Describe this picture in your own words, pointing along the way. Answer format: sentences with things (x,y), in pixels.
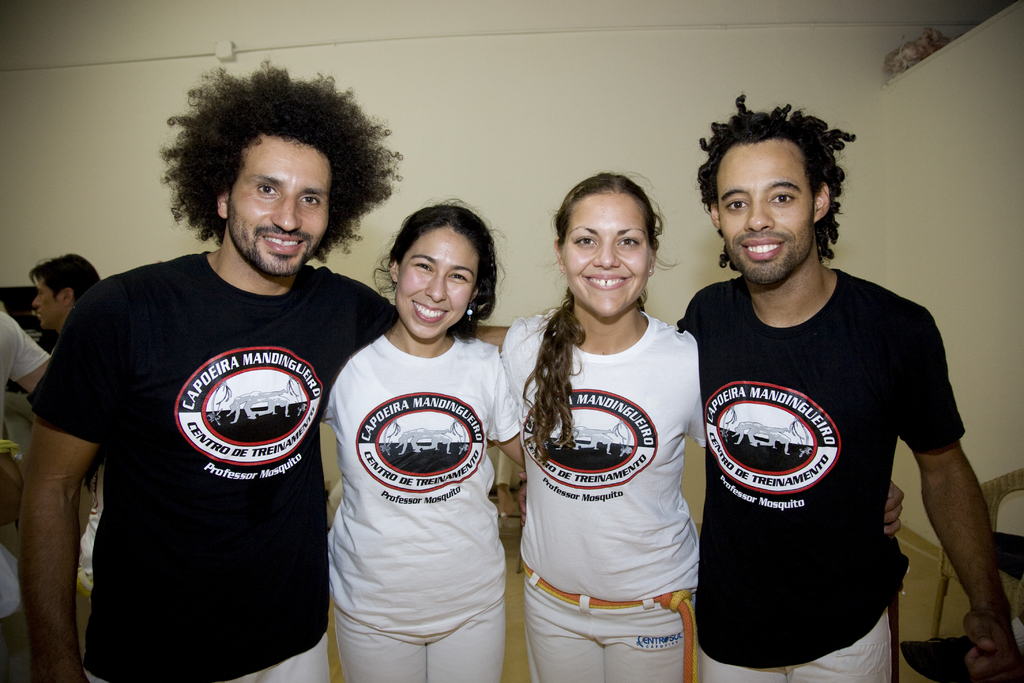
In this image, we can see people (573,448) and in the background (1000,548), there are some objects (1023,629) and there is a wall (850,210).
